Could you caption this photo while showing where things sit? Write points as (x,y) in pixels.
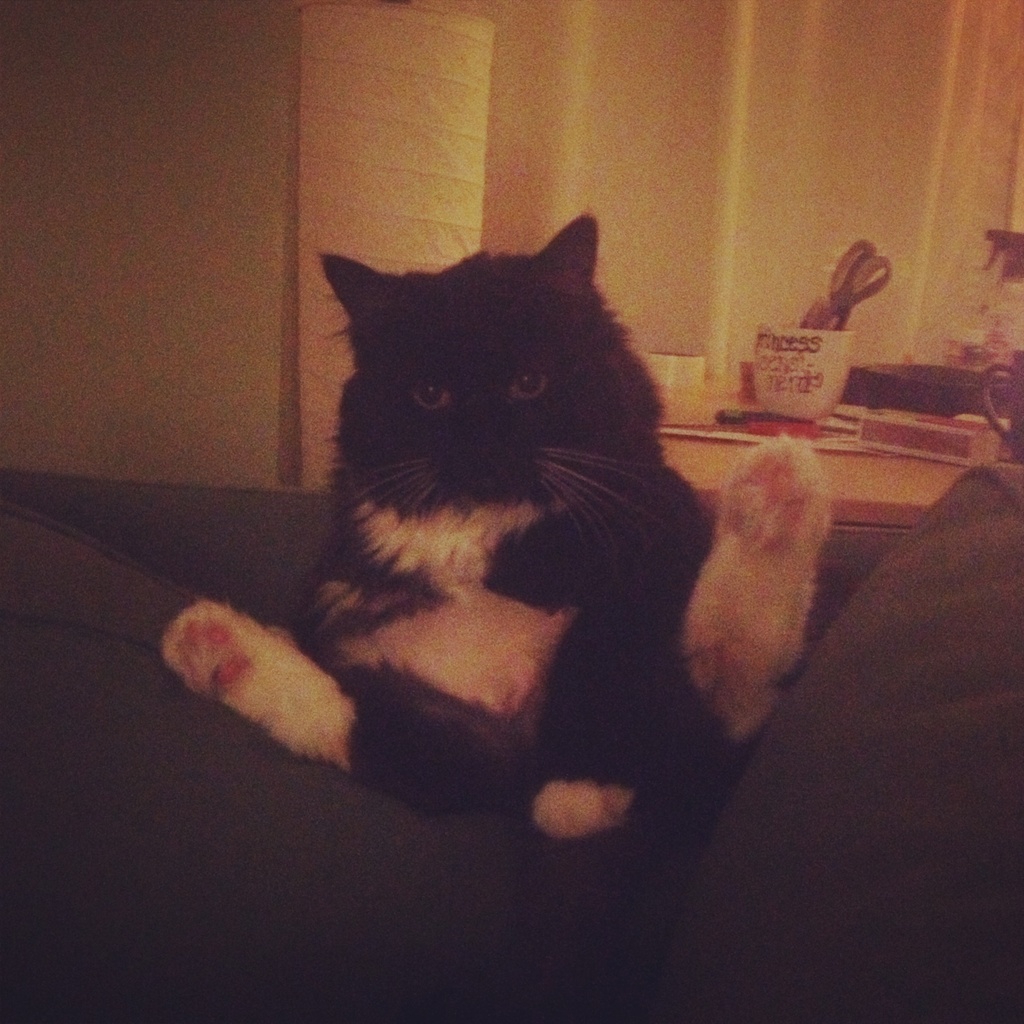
In this image I can see the cat (405,674) on the grey color surface (974,802). The cat (454,541) is in white and black color. In the back (761,378) there is a table (890,518) I can see the cup (813,367), scissor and some objects (772,416) in it.
